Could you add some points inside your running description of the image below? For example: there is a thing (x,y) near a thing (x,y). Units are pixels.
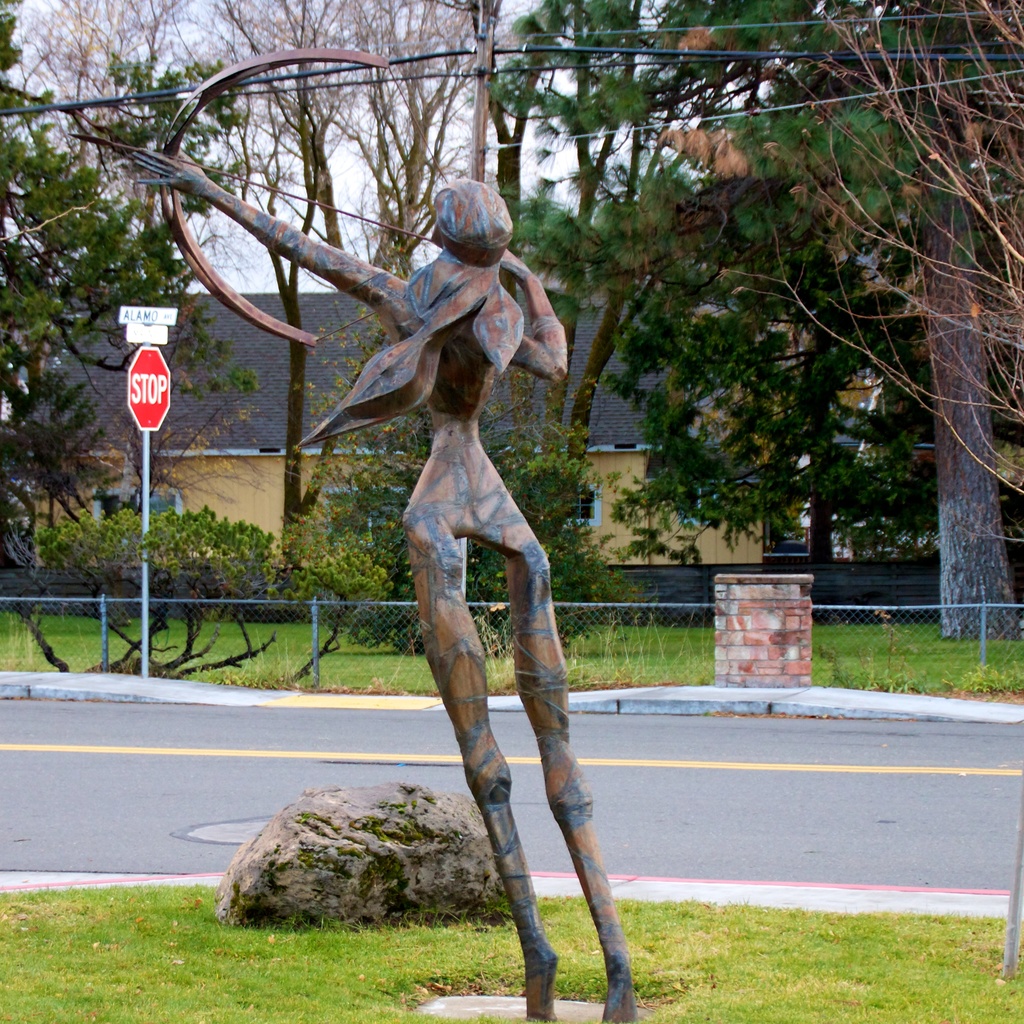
In this picture we can see a statue (459,467), in the background (399,547) we can see few trees (189,316), sign boards (151,383), fence (387,643), grass (913,639) and houses (229,403).
